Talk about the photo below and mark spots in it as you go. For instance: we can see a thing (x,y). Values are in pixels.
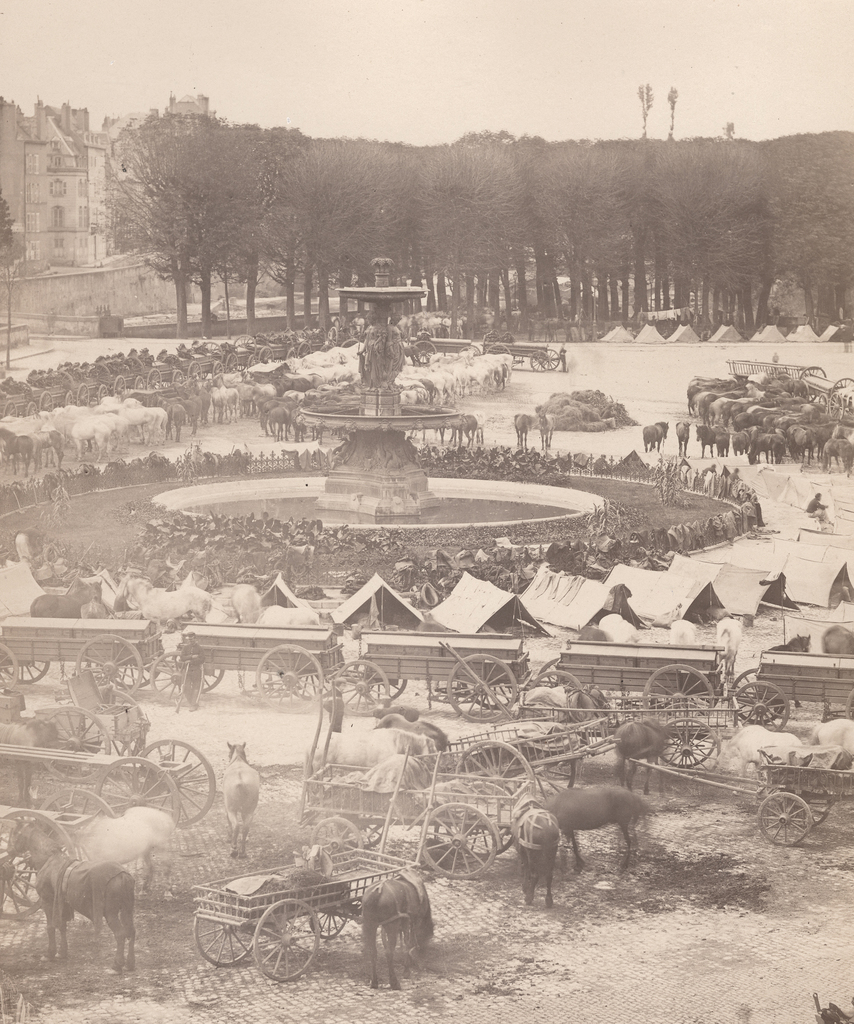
In this image there are few buildings (28,208), trees (423,243), animals (89,837), carts (508,764), a fountain (296,496), sculptures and the sky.
